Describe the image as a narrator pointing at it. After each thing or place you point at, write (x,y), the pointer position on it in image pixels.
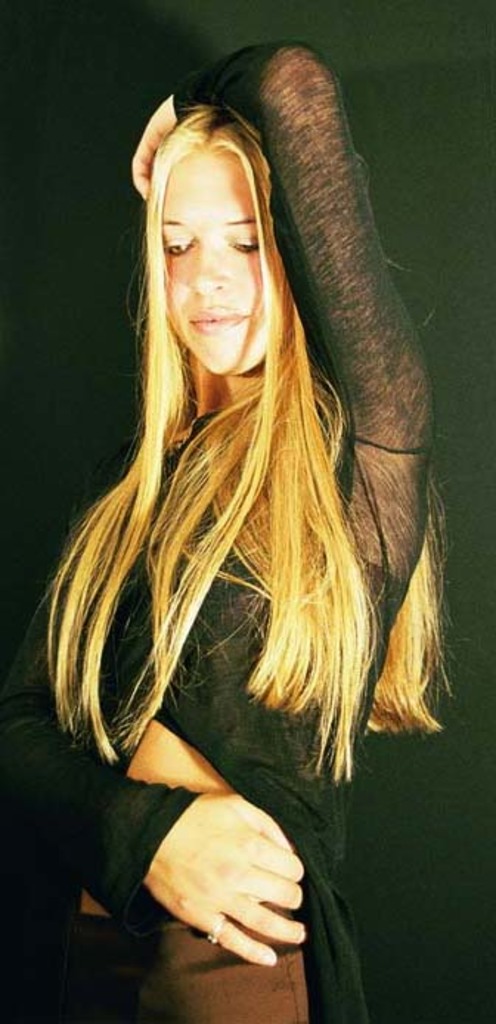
In the image there is a blond haired woman (179,499) in black dress (248,760) standing, the background (129,208) is dark.
